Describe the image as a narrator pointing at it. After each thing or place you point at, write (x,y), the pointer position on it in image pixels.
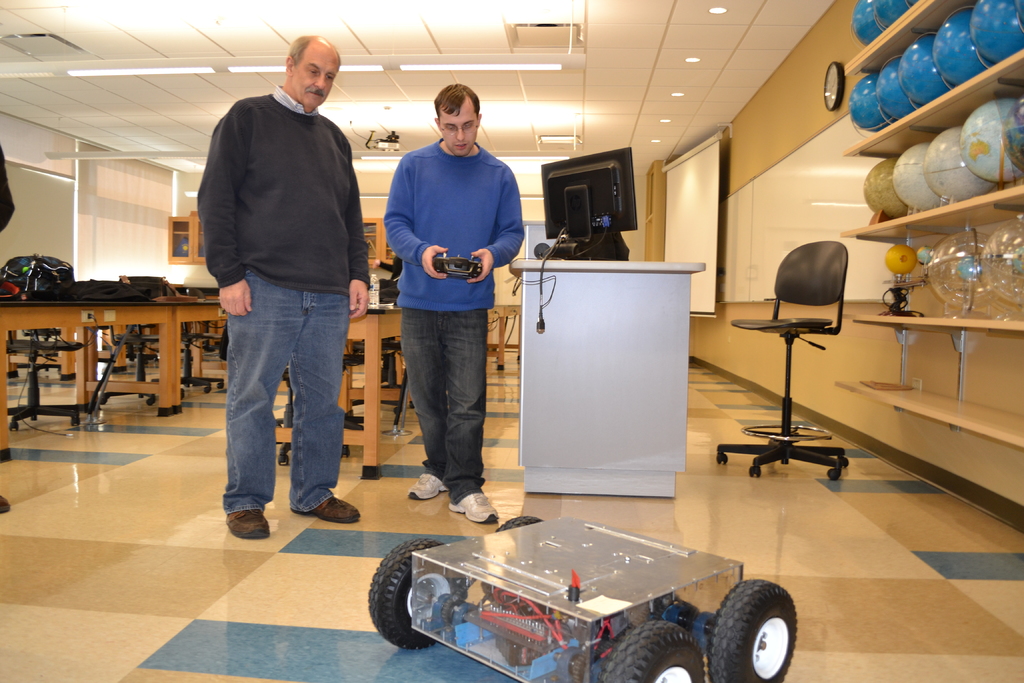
In this image there are two persons (421,333) standing in the middle of this image (353,264). The right side person (485,240) is holding an object (440,270). There is a desktop (573,222) kept on a table (569,348) on the right side of this image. There is a device (524,590) in the bottom of this image (503,609), and there is a floor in the bottom of this image (857,579). There are some chairs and some objects (933,159) are kept on the right side of this image (949,157). There are some tables (118,314) on the left side of this image (214,377).
